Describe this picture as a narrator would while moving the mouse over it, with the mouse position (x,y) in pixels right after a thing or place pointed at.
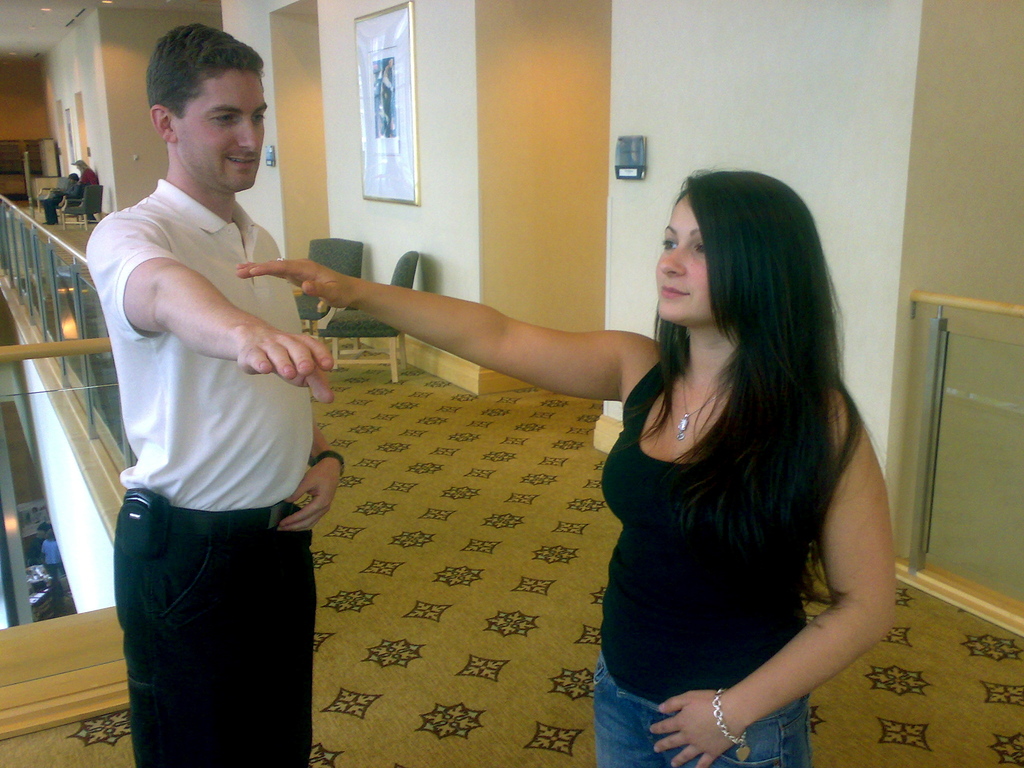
In this image I can see a man (287,345) and a woman (714,495) are standing. In the background (325,254) I can see chairs (341,263), frame (377,167) and other objects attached to the wall (522,183). Here I can see glass fence (61,335) and other objects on the floor (353,366).
